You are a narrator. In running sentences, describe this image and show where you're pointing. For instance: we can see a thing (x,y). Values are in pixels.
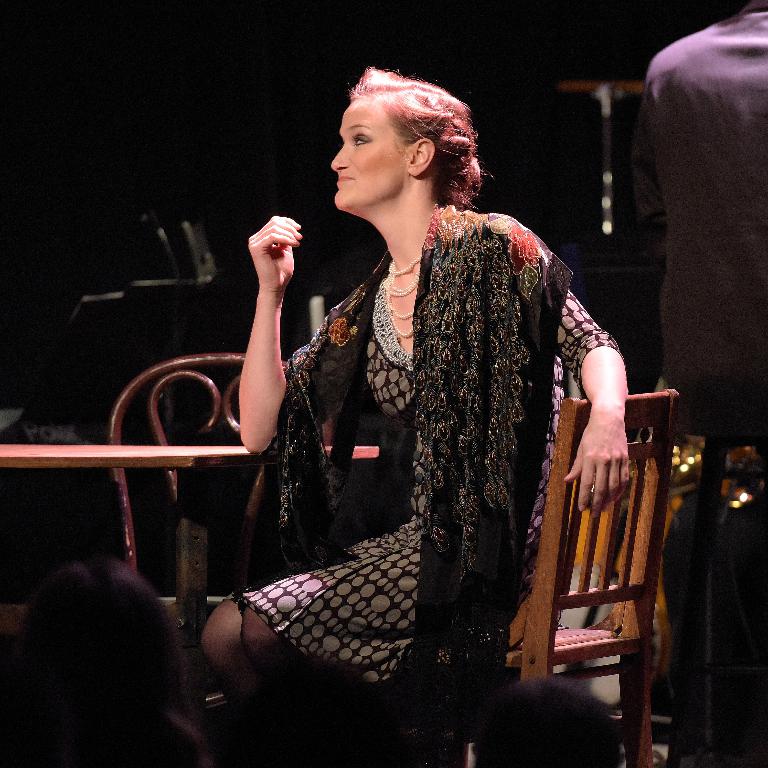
There is a lady (265,254) sitting on a chair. In the center of the image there is a table (238,450). At the bottom of the image (89,559) there are persons heads (488,760).
